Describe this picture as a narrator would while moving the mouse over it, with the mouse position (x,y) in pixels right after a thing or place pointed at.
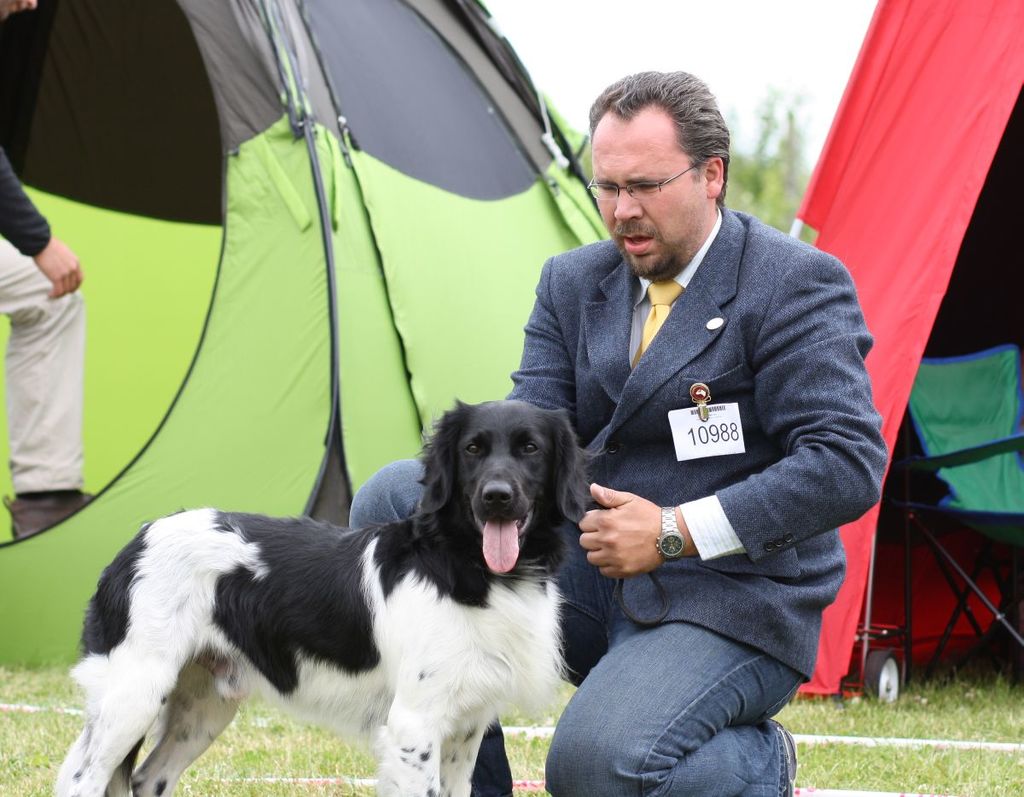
In this image, there are a few people (673,753). We can see the ground (838,769) and an animal (459,750). We can also see some grass (847,753) and a chair (950,388). We can also see the blurred background (745,144).
